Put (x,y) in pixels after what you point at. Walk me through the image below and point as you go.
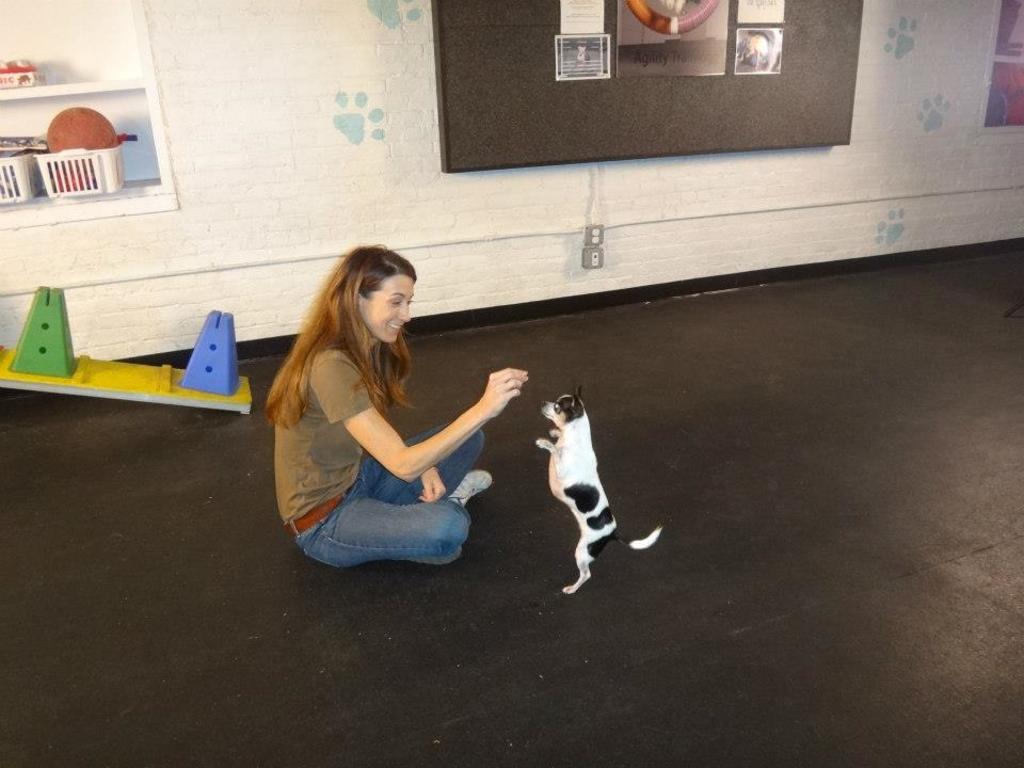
In this picture, There is a black color floor (686,588), In the middle (350,368) there is a girl (336,512) sitting and there is a dog (589,533) which is in white color, In the left side (134,402) there is a yellow color object (180,371), In the background (167,362) there is a white color wall (378,243) and there is a black color poster (641,143).
